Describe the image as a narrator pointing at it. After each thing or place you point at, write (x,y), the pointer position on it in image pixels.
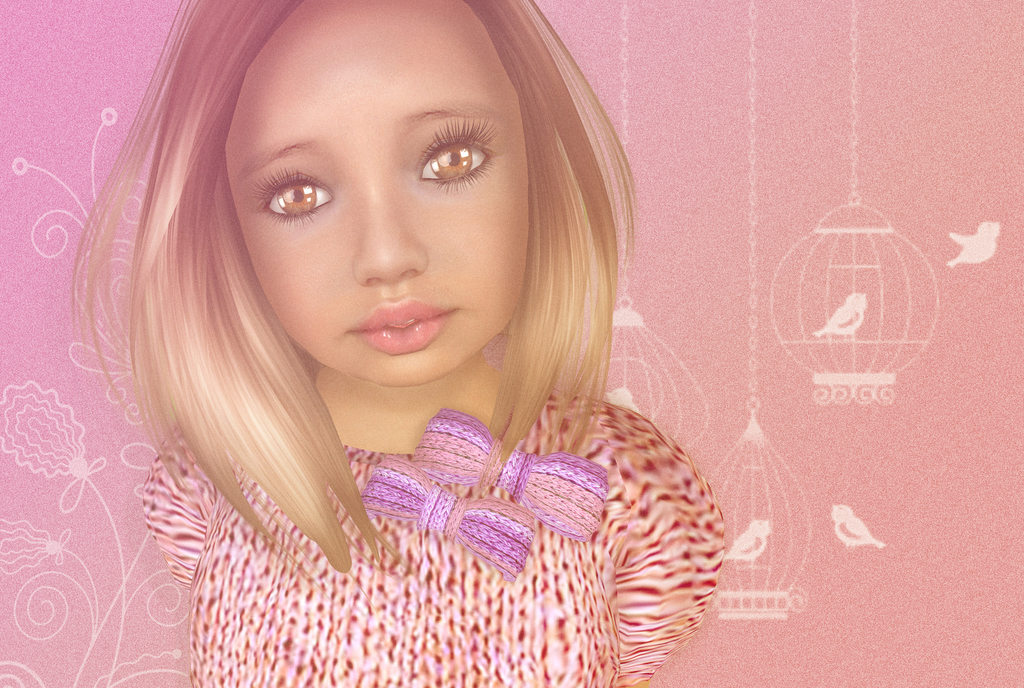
In this picture I can see a girl (451,418) in the middle (440,443), in the background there are paintings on the wall (705,243), it is an animation.
